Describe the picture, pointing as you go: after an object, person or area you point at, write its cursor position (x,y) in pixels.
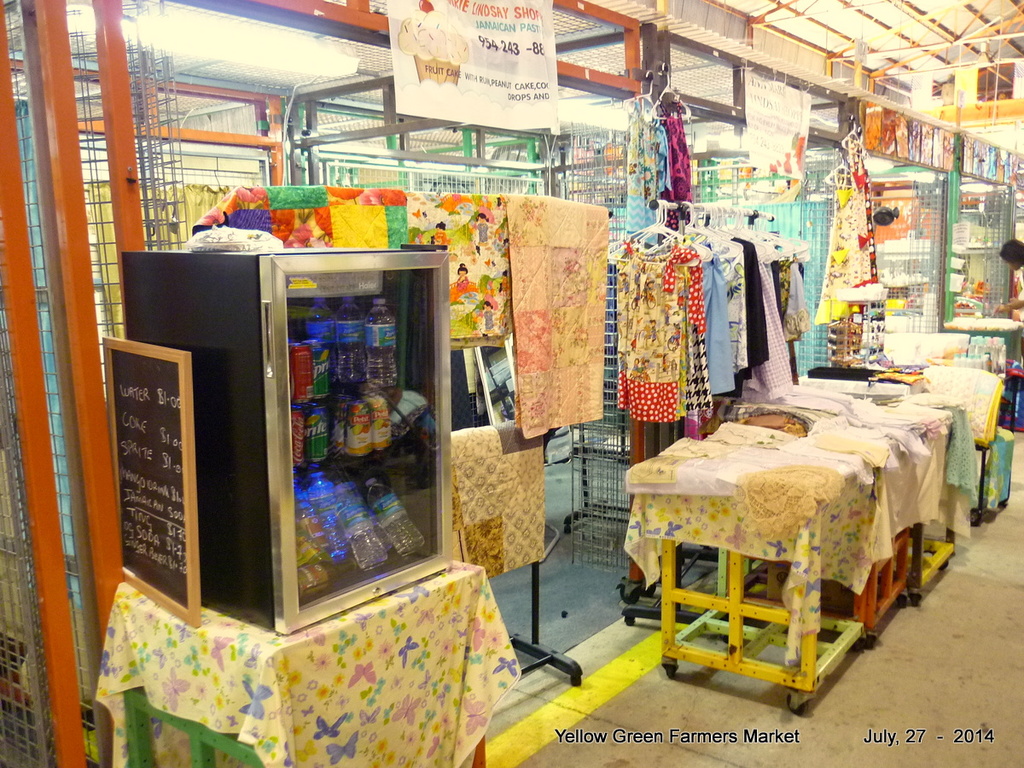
Bottom of the image (222,653) there are some tables (952,403), on the tables (911,391) there are some clothes (930,408). In the middle of the image (406,441) there is a electronic device (149,271). In the device (332,349) there are some tins (309,352) and bottles (390,350). At the top of the image (544,87) there is roof (1017,20) and there are some banners (524,97).
